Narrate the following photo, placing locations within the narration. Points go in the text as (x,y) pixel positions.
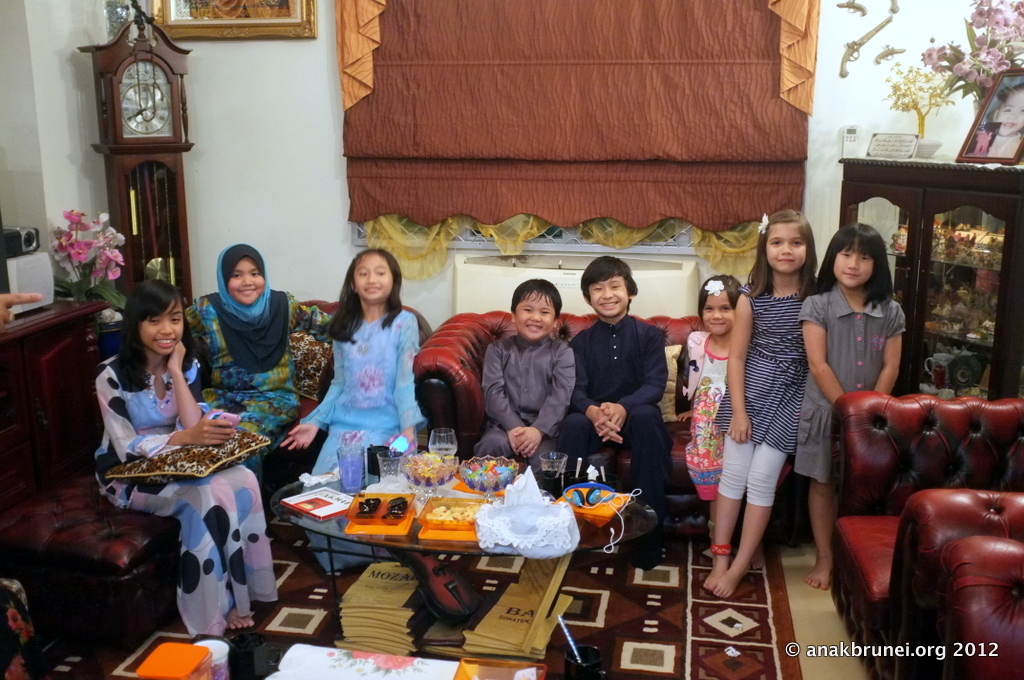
As we can see in the image there is a clock (136,143), wall (236,134), photo frame (222,26), flowers (969,55), few people (138,431) sitting on sofa (467,354), a table (375,549) and under table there are few books (372,627).
